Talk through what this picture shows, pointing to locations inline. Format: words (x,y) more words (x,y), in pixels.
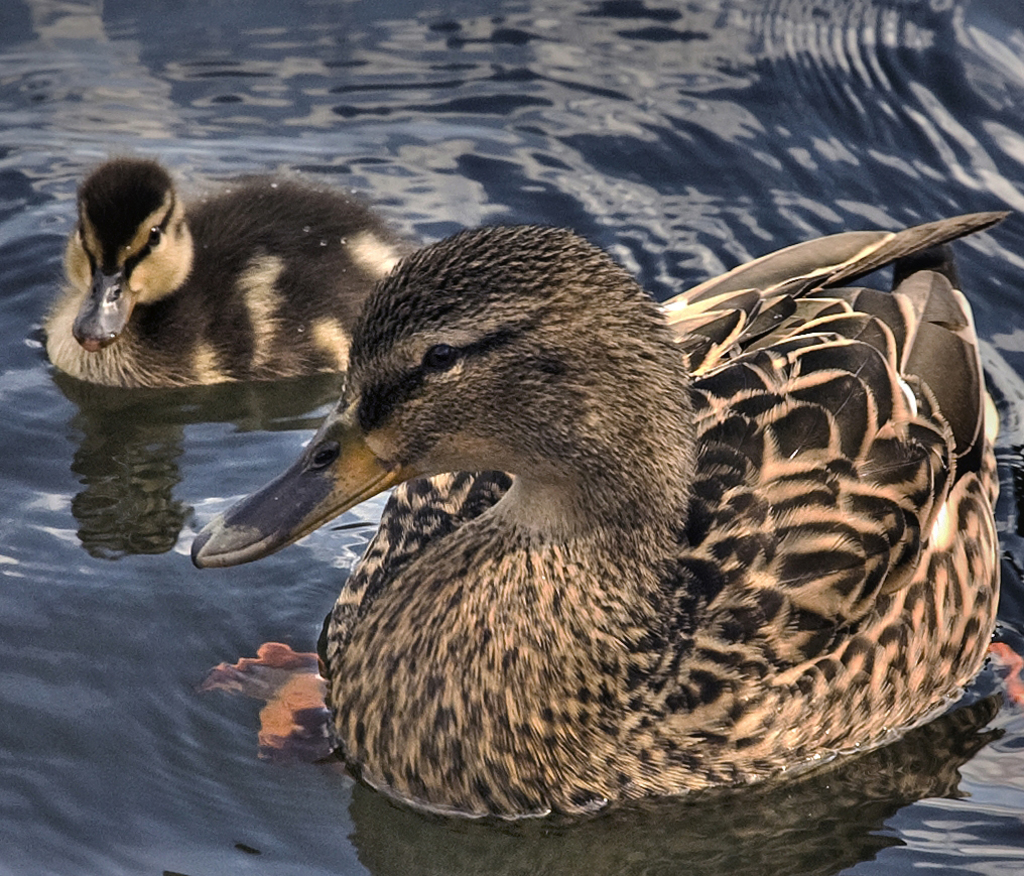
The picture consists of a duck (550,510) and a duckling (178,281) in water (250,132).
